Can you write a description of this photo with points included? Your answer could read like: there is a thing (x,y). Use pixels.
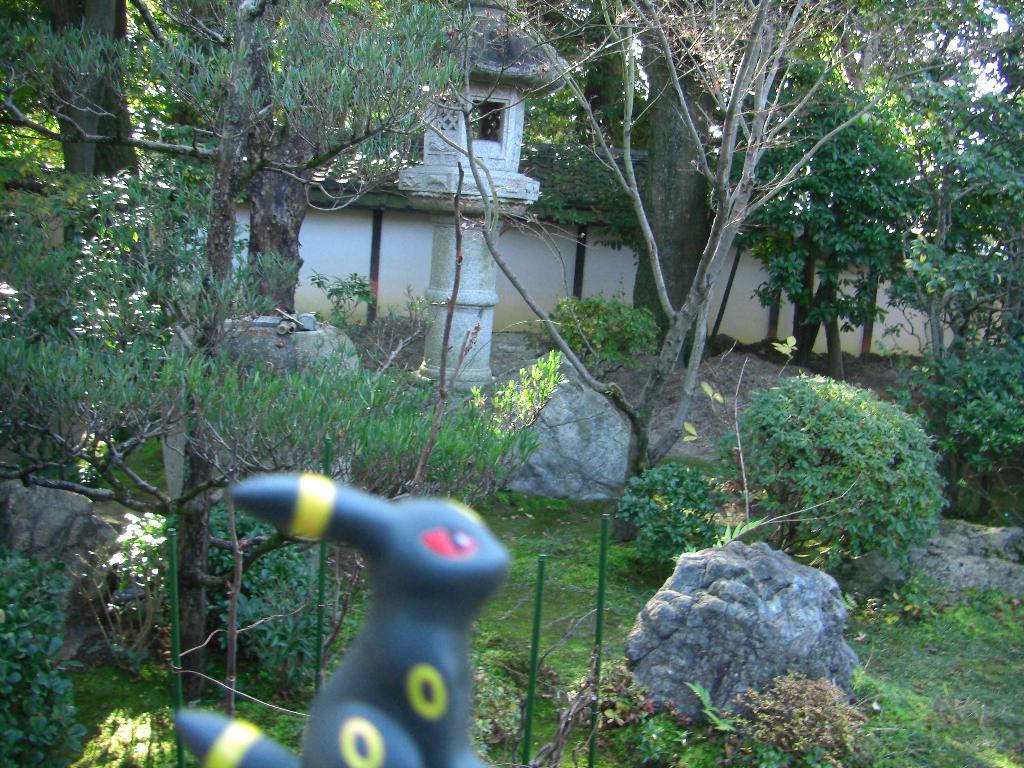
In this image I can see some trees (384,9), rocks (791,616) and plants (774,398) in a garden (634,351). I can see a stone lantern (435,223). I can see a wall (355,248) behind them. At the bottom of the image (435,765). I can see a Umbreon toy (449,766).
